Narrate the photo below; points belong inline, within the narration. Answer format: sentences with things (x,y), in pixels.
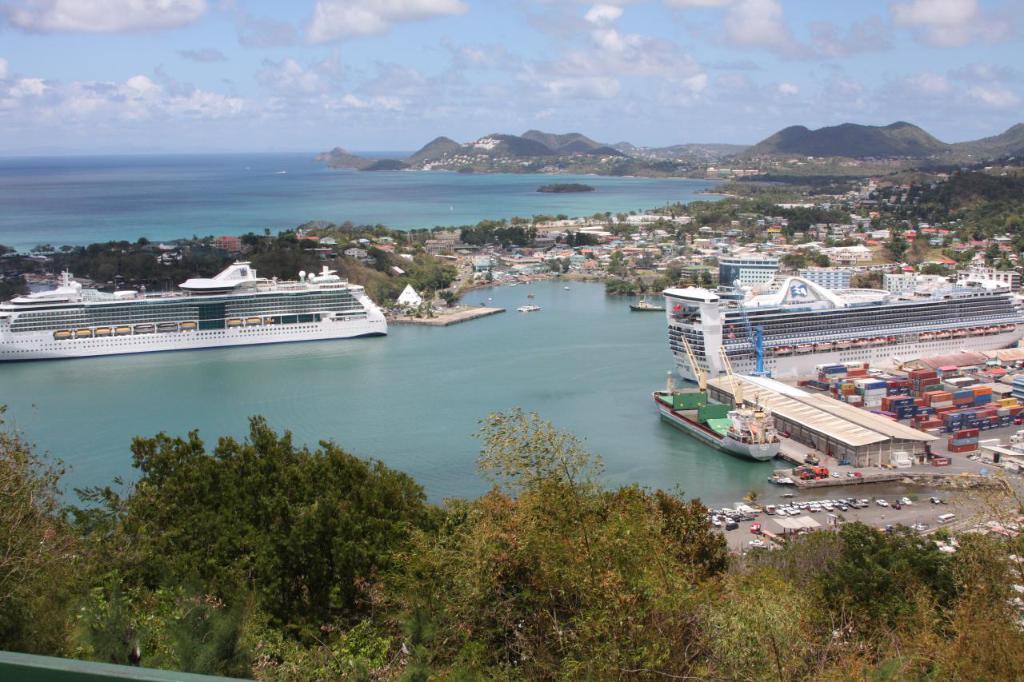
In the foreground (481,587) I can see fence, trees (543,612), grass (717,605), fleets of boats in the water (624,443), beach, ship (342,314), buildings (669,262), houses (709,242), fleets of vehicles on the road (878,472), shed (876,422) and so on. In the background (1023,229) I can see mountains (647,169), grass (779,171) and the sky (456,39). This image is taken may be during a day.
